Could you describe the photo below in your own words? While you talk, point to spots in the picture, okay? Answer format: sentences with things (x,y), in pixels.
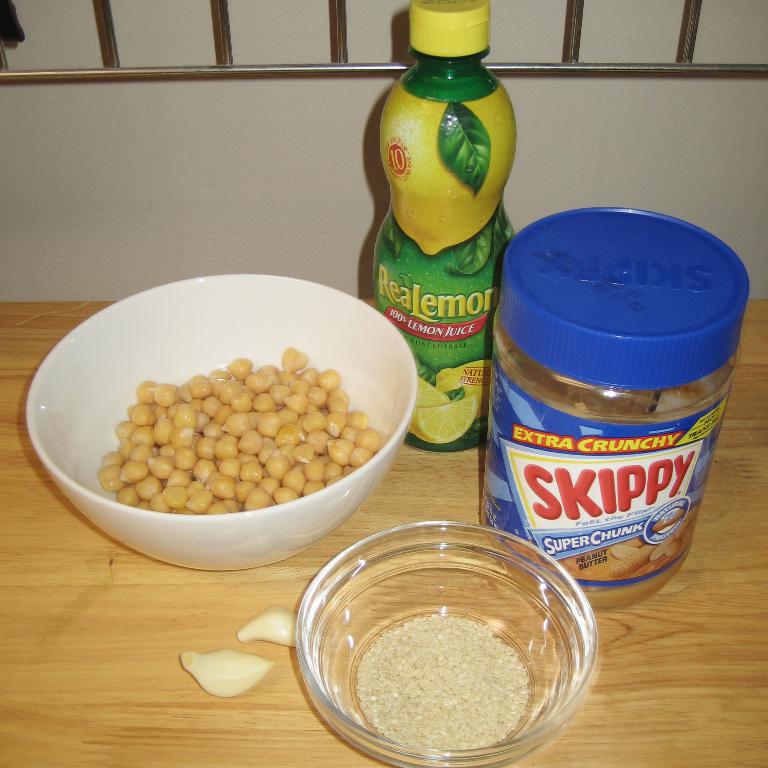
In this image there is a table (421,513) at bottom of this image (315,552) and there are some bowls (346,502) are kept on it and there two bottles (488,365) are at right side of this image (543,319), and there is a wall (254,148) in the background (286,188).
